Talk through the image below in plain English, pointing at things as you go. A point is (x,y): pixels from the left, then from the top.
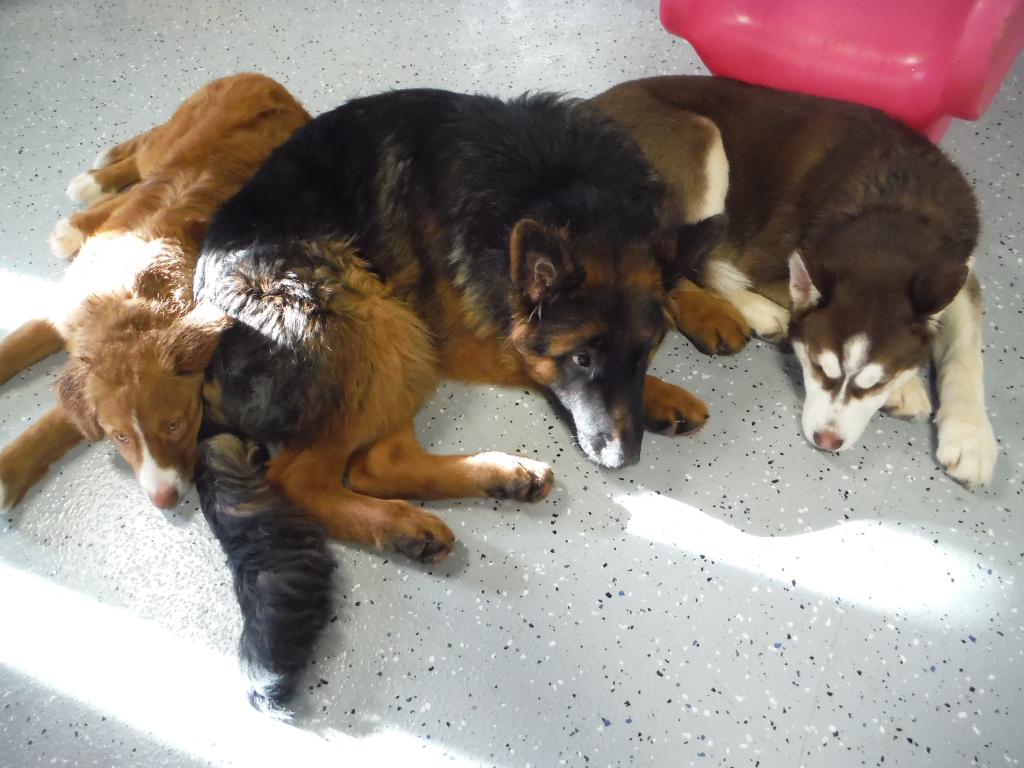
In this image we can see the three dogs (522,230) on the floor (559,681). We can also see a red color object (878,42) at the top (841,56).
